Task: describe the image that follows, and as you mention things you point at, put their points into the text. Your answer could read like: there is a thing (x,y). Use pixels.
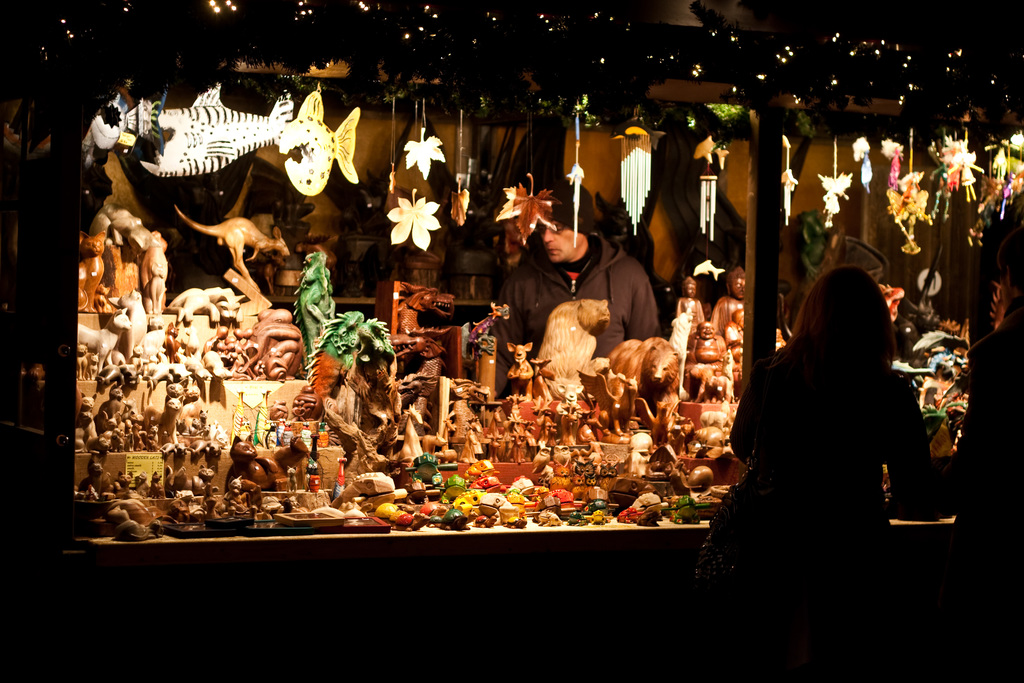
In this image we can see sculptures (104,365) and small objects (447,525) are on a platform (570,527). At the top (642,148) we can see objects (330,153) are hanging. We can see few persons (872,539), decorative lights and objects (138,113).
